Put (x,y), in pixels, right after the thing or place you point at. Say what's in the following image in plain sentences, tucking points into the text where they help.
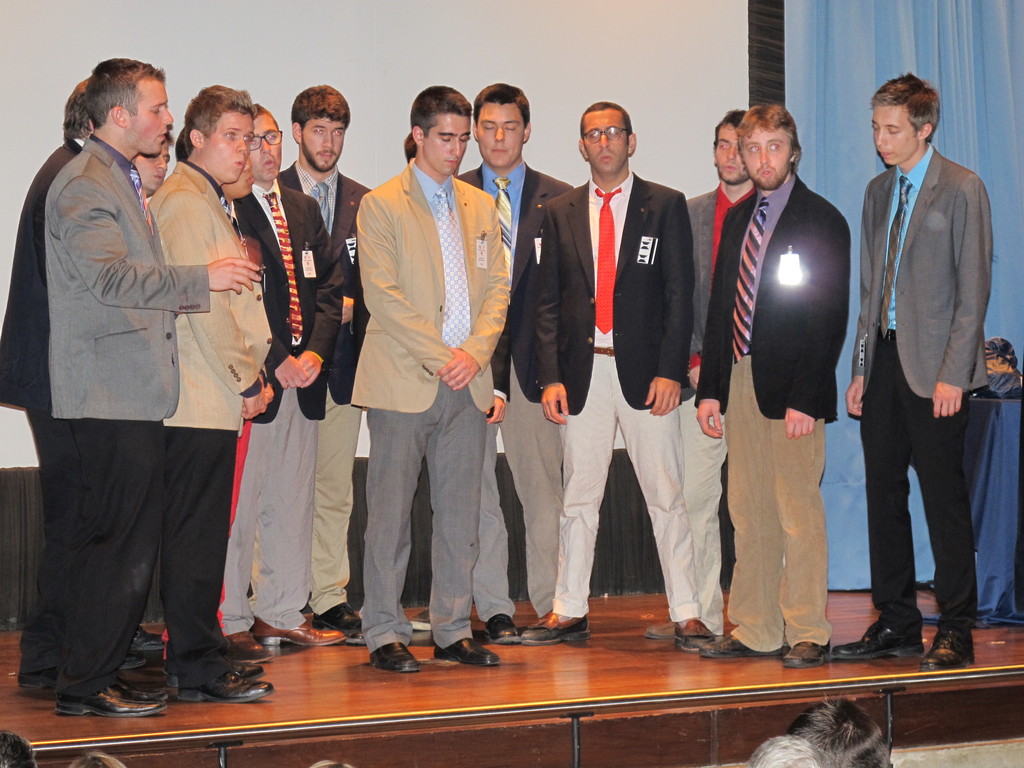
In the center of the image (396,362) we can see people (739,394) standing. In the background (579,29) there is a wall (587,29) and a curtain (1004,90). On the right (1007,463) there is a table (988,464).
